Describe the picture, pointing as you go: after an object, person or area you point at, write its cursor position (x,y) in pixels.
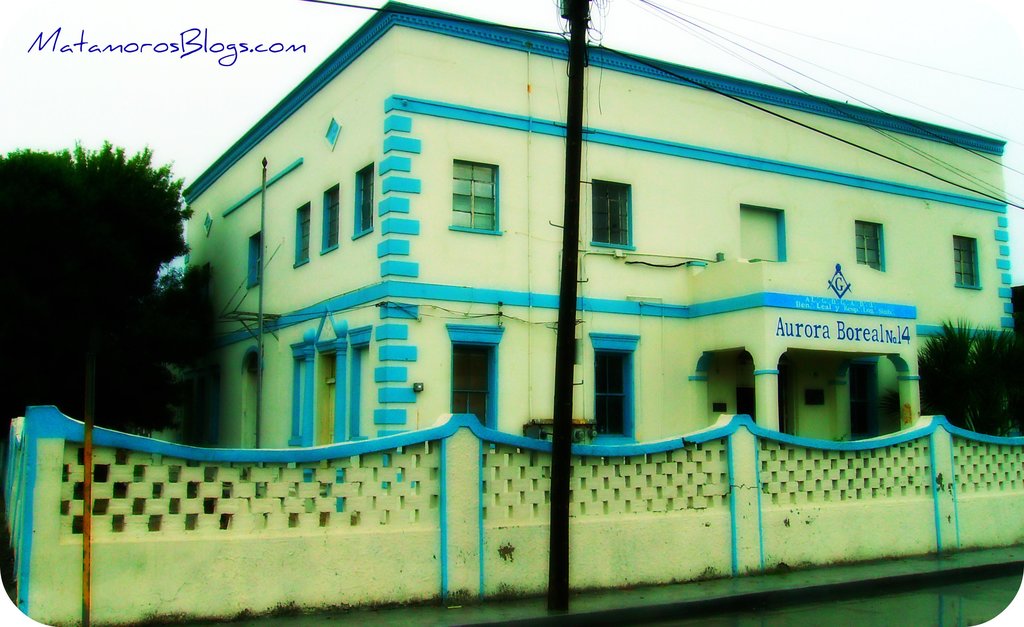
In this image there is a road (928,612). There is a wall fencing (509,536). There is a building (783,376). We can see text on the building (765,314). There are trees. There is sky (529,4). There is an electric pole (571,91). We can see wires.
